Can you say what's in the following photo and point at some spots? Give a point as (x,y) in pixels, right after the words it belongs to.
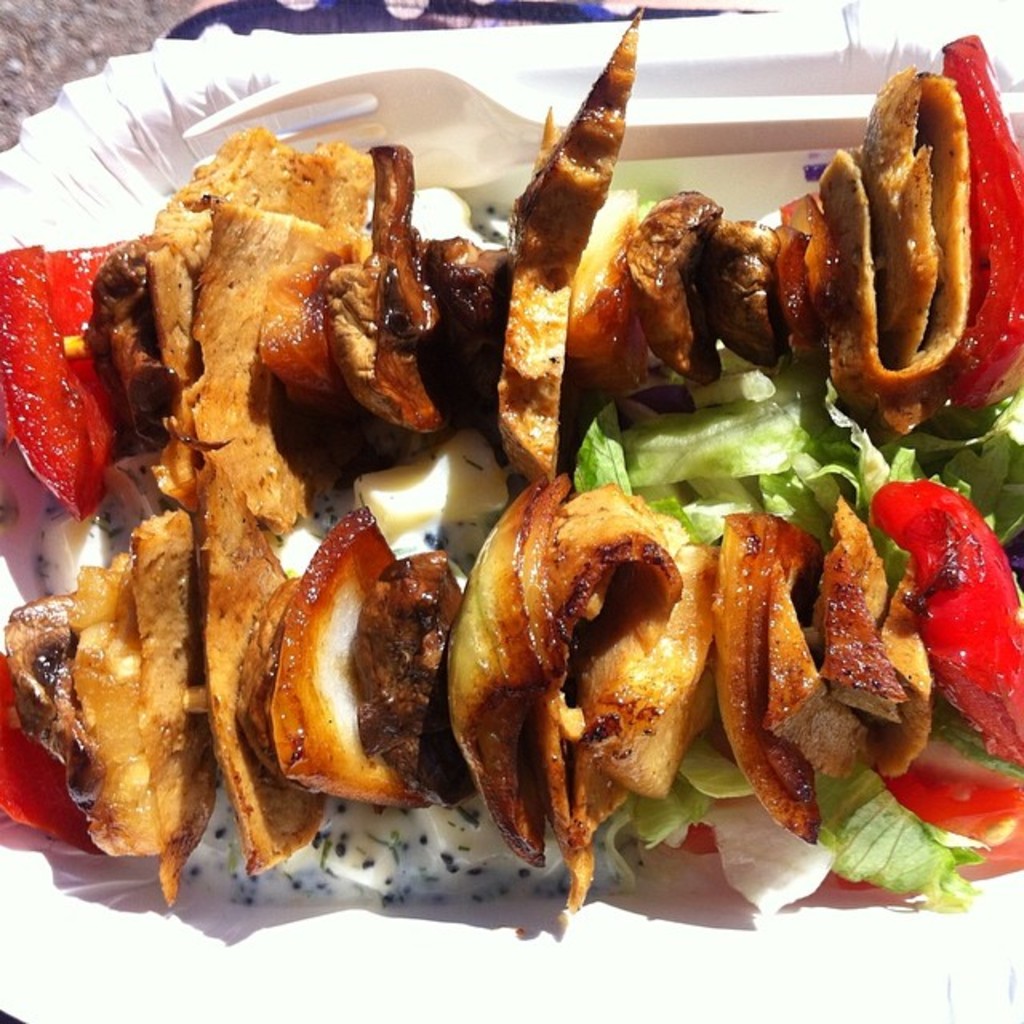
In this image we can see some food item (290,538) which is in white color plate (84,81) and there is a fork (535,153).
